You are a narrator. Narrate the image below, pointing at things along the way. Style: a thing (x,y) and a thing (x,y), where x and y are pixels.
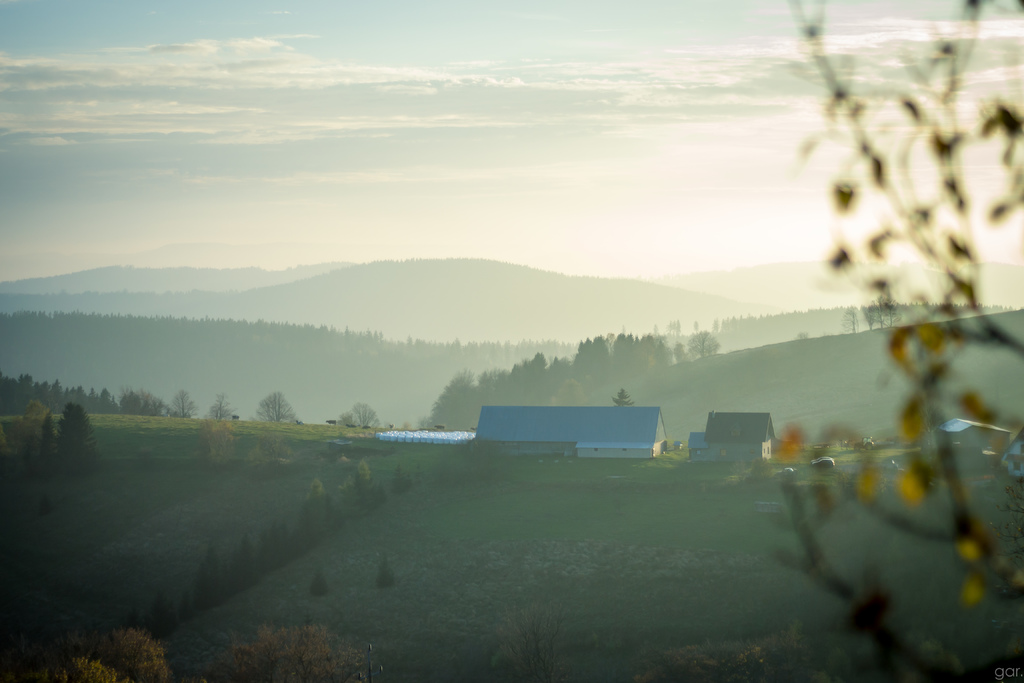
On the right side (934,325), we see the trees (940,340). At the bottom (367,635), we see the grass (542,560) and the trees (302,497). In the middle (557,424), we see the buildings (590,434) in white color with the blue and brown color roofs (612,439). There are trees (294,343) and hills (423,322) in the background (465,311). At the top (305,108), we see the sky (337,70) and the clouds (208,88).
